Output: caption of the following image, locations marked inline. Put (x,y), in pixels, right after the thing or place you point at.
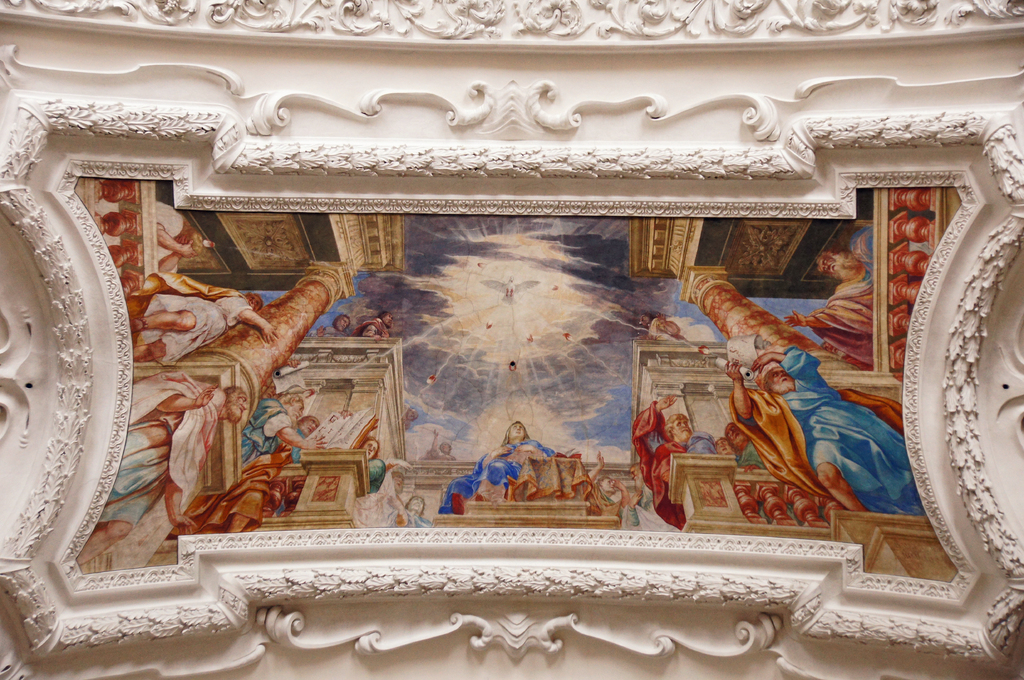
In this image there is a wall (437,157) and we can see a photo frame (531,496) placed on the wall (597,657). We can see carvings (487,29) on the wall (700,43).
